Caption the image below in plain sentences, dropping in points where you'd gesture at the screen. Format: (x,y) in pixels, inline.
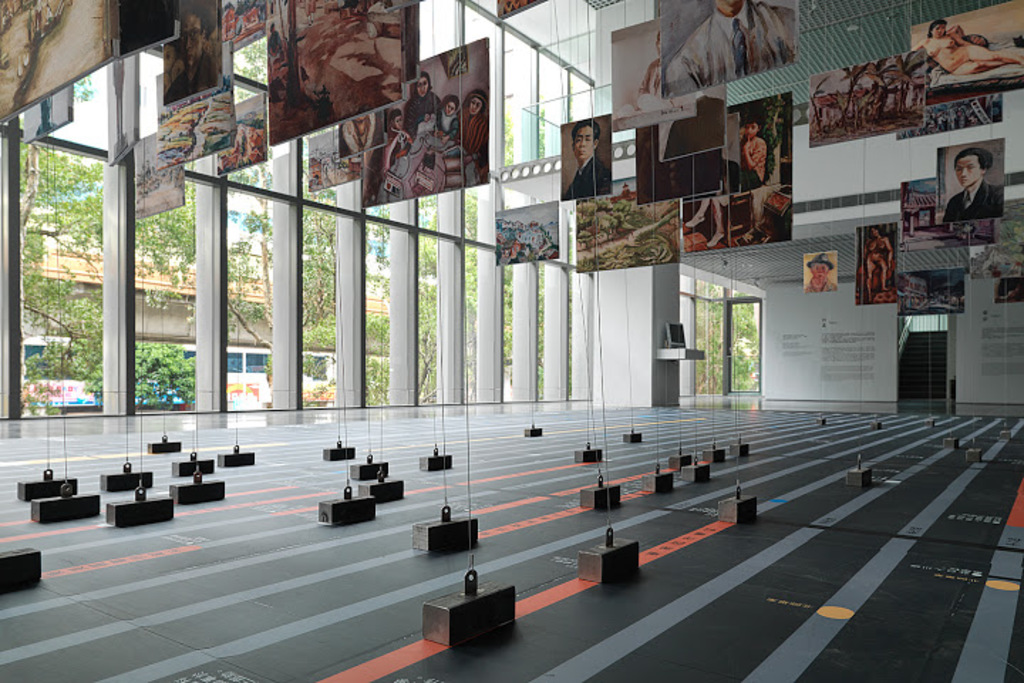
In the image there are weights (498,618) hanging from the ceiling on the floor (920,590) with paintings (428,152) hanging and on the left (60,262) there are glass windows (374,308) with trees (382,369) behind it.
